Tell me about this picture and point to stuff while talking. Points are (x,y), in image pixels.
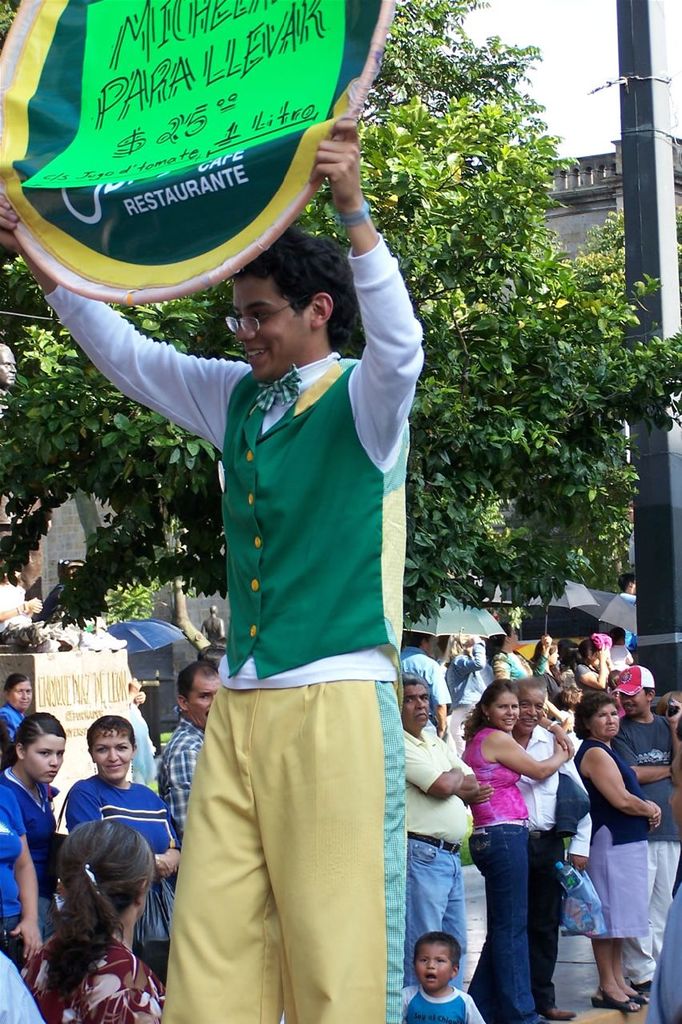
In the center of the image (299,548) there is a person (299,823) standing with the board (224,208). In the background (432,733) there are persons (46,834), trees (531,362), building (562,220), pole (622,147) and sky (588,115).
